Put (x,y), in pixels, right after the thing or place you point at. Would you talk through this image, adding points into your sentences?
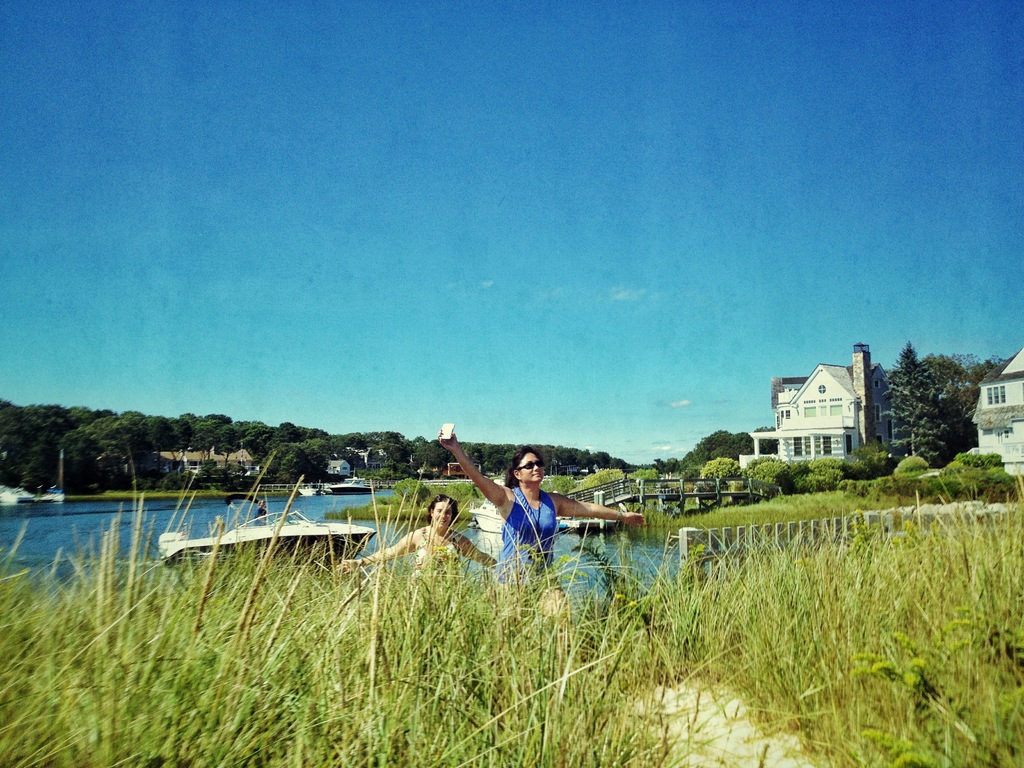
In this picture we can see there are two women (445,554). Behind the women (505,540), there are boats (343,545) on the water (286,504). On the right side of the image (846,439), there are buildings (819,410) and trees (913,418). At the bottom of the image (757,599), there is grass (425,572). Behind the boats (258,525), there are few other buildings (247,457) and trees (161,428). At the top of the image (364,166), there is the sky (364,166).
